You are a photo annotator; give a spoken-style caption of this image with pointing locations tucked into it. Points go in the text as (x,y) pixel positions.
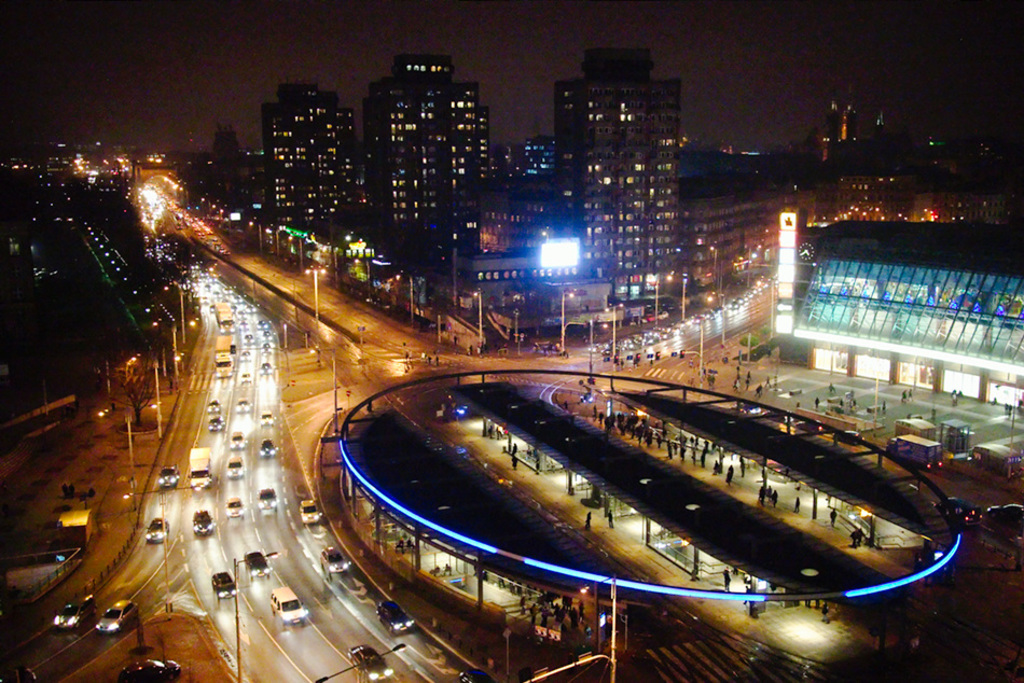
In this picture I can see so many vehicles (302,516) are on the road (261,445), side I can see some buildings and some lights (822,366).
